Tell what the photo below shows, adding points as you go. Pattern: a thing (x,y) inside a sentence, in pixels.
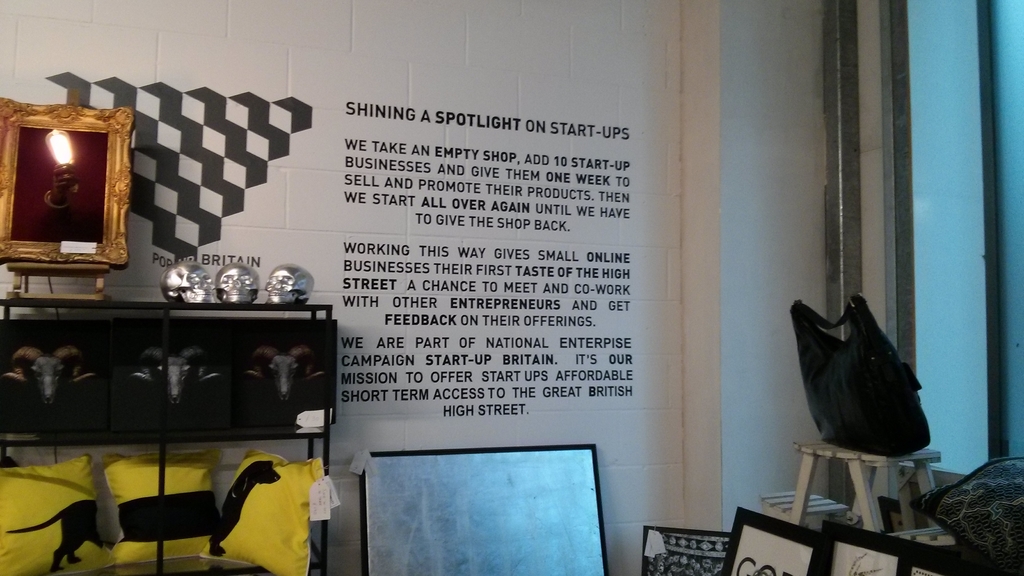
On the right side of the image (989,507) we can see frames (884,543), pillows (958,523) and bag (815,383) on a chair (862,460). We can see board (396,496) and pillows (292,500). We can see skulls (171,294) and frame (23,186) on the platform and we can see text (384,115) on the wall (594,73).
